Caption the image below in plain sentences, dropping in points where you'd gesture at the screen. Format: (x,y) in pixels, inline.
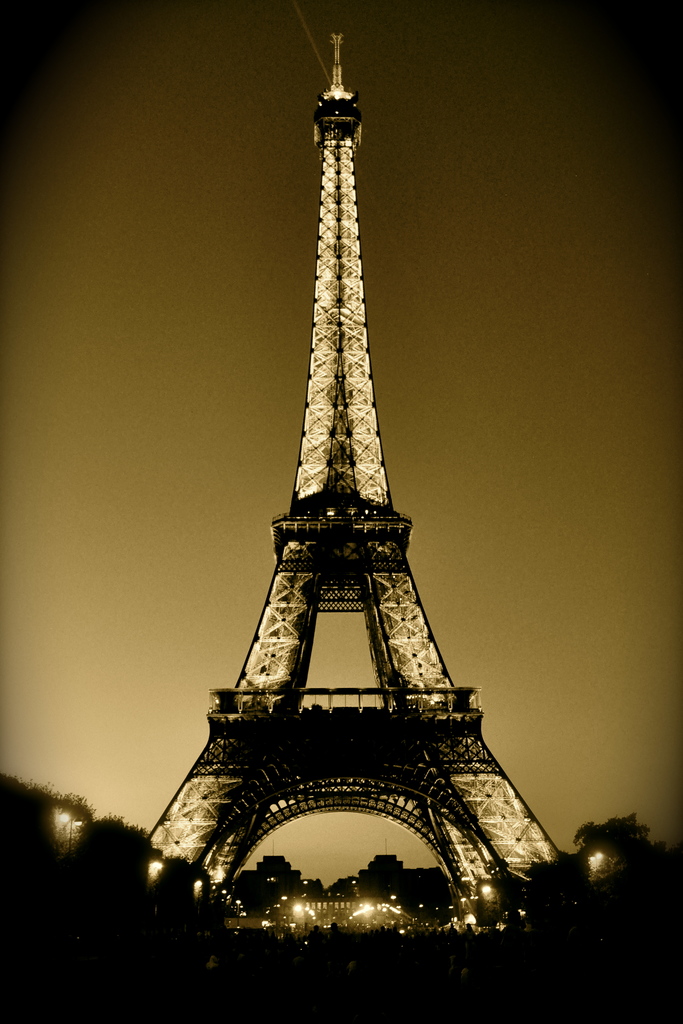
It is an Eiffel tower (381,679) in the nighttime with lights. It is a black and white image.
